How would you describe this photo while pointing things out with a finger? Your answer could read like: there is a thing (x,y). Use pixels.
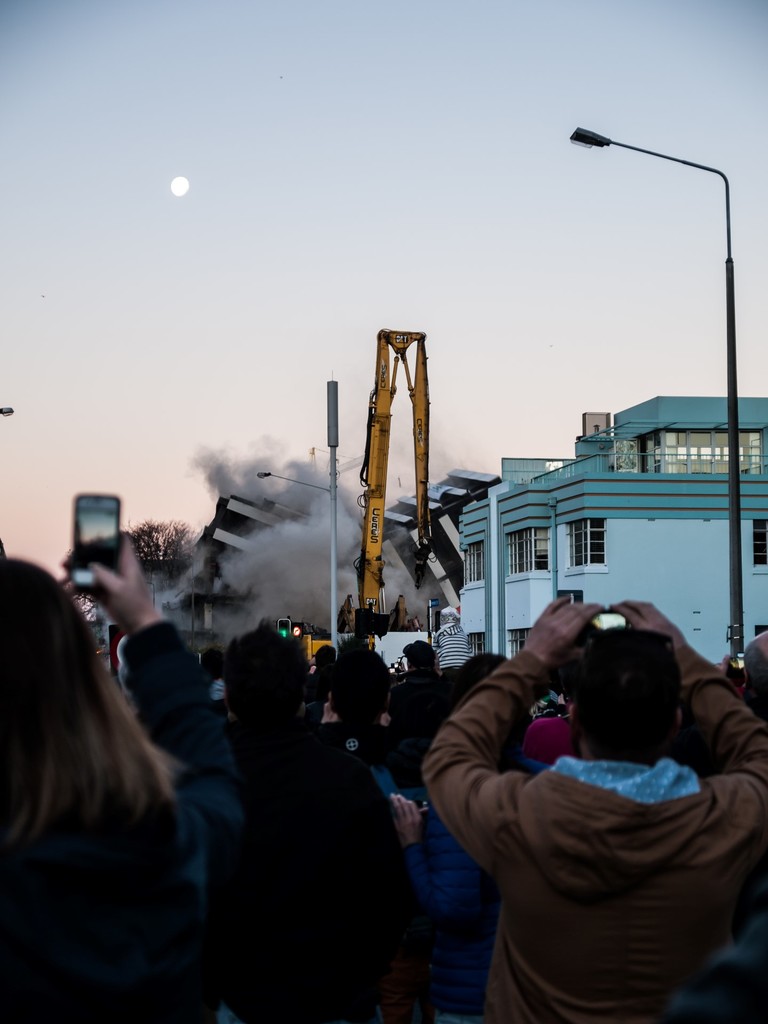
In this image we can see a man (546,861) and a woman (200,733) holding the mobile phones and capturing the photographs. We can also see a few people (317,660) standing. In the background (377,582) we can see the light poles (732,433), crane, buildings (442,532), tree (162,546) and also the smoke (328,573). We can also see the sky (419,86) with the moon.
